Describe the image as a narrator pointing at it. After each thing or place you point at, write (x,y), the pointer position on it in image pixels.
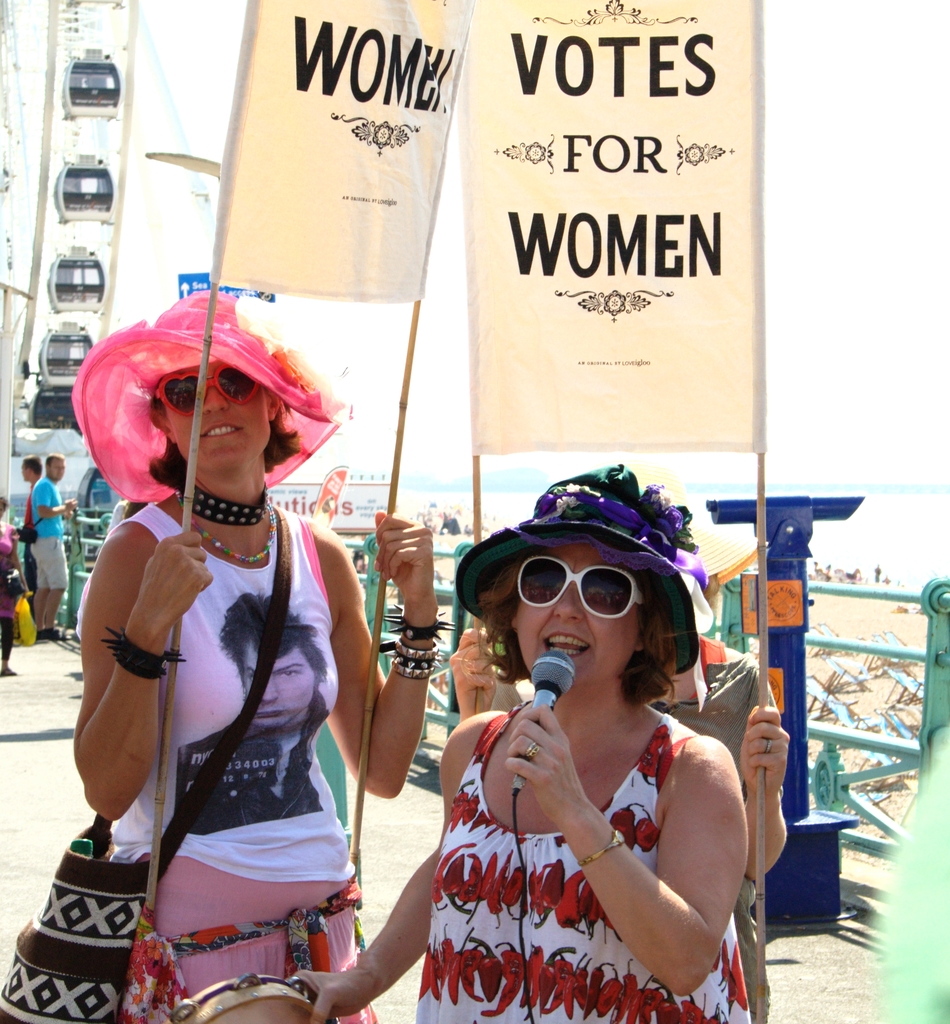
In this image, we can see three persons (226,683). Two persons (191,614) are holding sticks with banner (548,302). Here a woman (641,756) is holding a microphone (564,676) and musical instrument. She is talking. Background (849,648) we can see rod railing (859,587), pole (786,863), banners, few people (859,573), giant wheel (45,390), few objects (340,521) and sky (368,367).
